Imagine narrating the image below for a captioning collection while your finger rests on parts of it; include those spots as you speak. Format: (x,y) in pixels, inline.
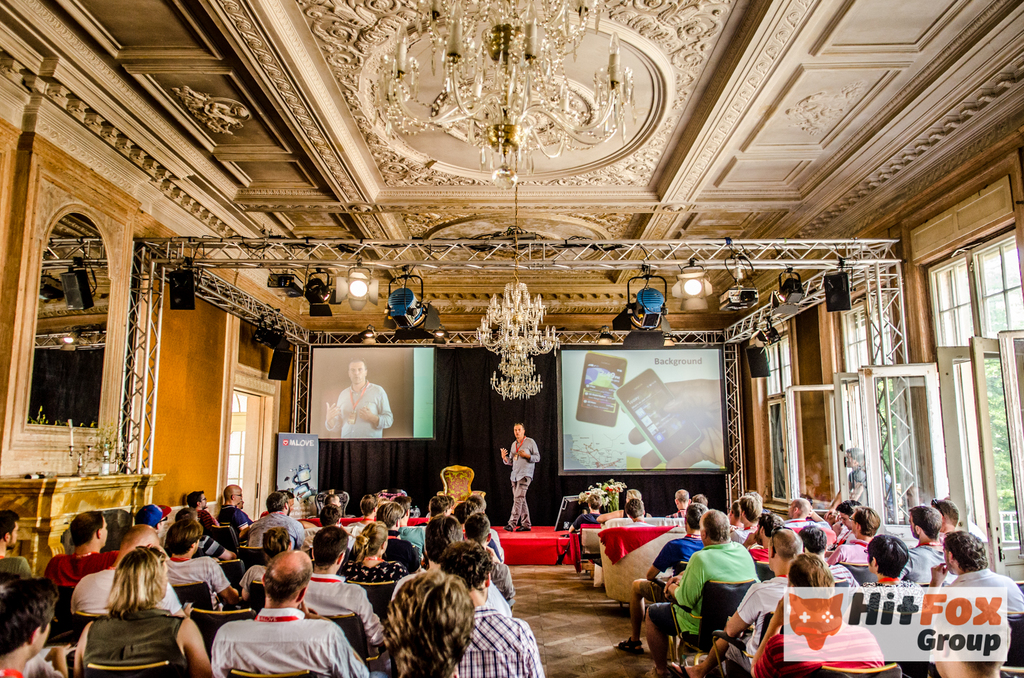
Here in this picture, in the front (442,576) we can see number of people (446,562) sitting on chairs (710,587) that are present on the floor (570,565) and in front of them, in the middle (535,450) we can see a person (516,488) standing on the stage (505,555) and speaking something to them and we can also see a chair (464,476) present on it and behind him we can see projector screen (358,347) with something projected on it and on the left side (296,469) we can see a banner (303,453) present and on the roof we can see a chandelier (525,341) present and we can also see lights (311,301) present on the iron frame (218,263) over there and on the right side (942,379) we can see windows (783,407) present and we can see the interior is designed in a manner and on the left side (79,249) we can see a mirror (59,271) present on the wall (11,266) and we can also see candles (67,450) present on the table (124,478).
